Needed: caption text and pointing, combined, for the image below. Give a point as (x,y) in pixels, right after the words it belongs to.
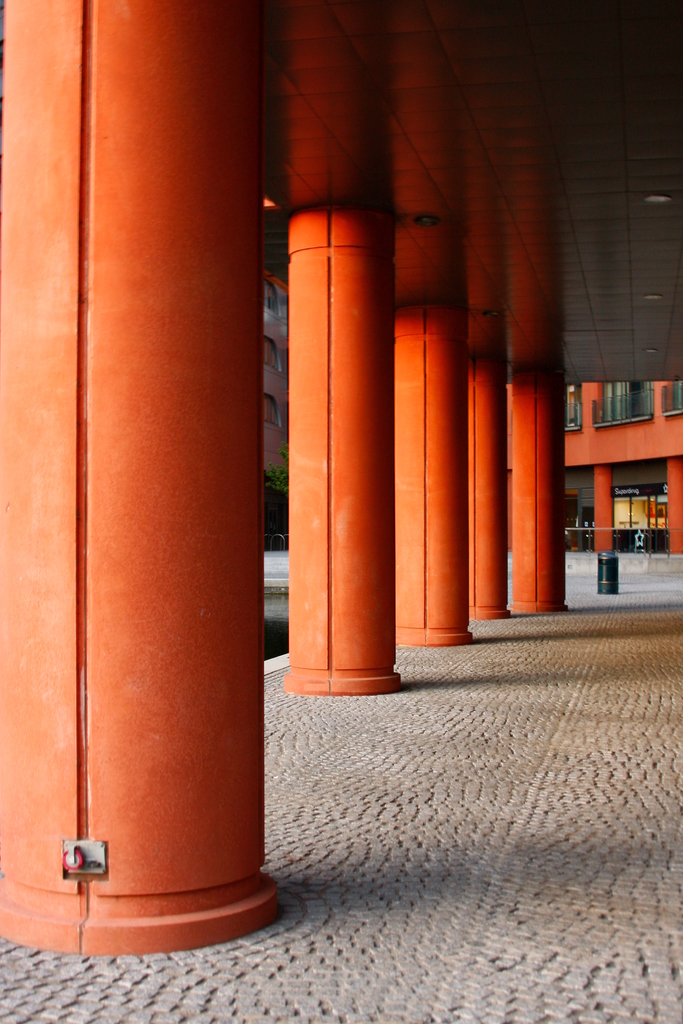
In this image I can see number of orange colour pillars (306,472), a tree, a building (675,540) and over there I can see something is written.
